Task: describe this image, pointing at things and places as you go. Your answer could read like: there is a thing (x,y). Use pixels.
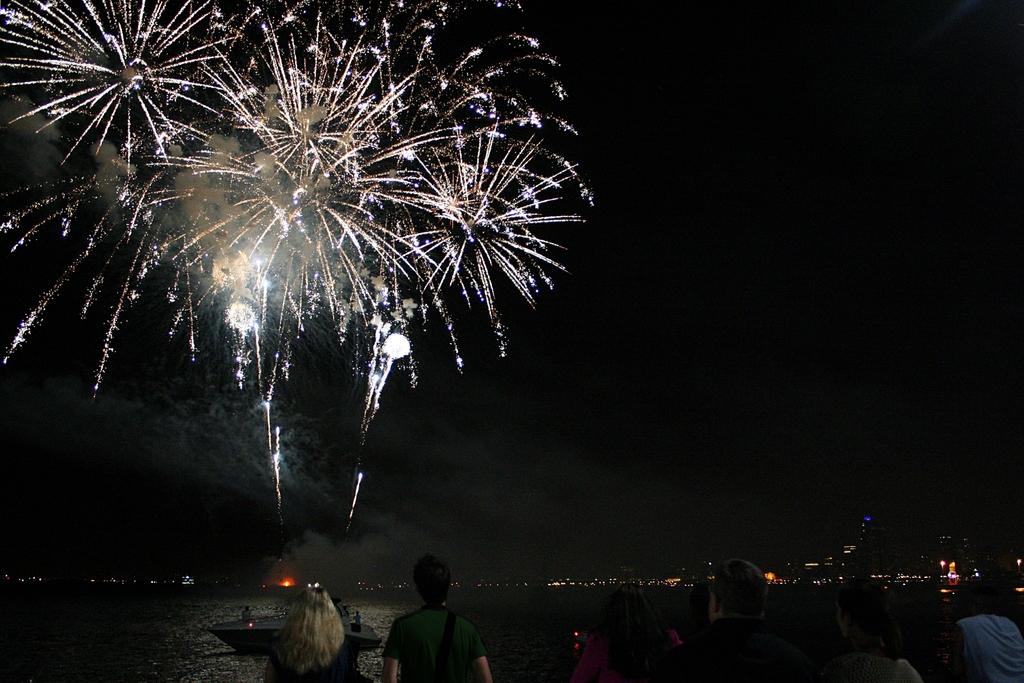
In this image we can see a boat (261,627) in the water (378,614). we can also see a group of people (309,623) standing. On the backside (443,298) we can see some buildings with lights (709,563) and some fire works (500,318) in the sky (483,356).
